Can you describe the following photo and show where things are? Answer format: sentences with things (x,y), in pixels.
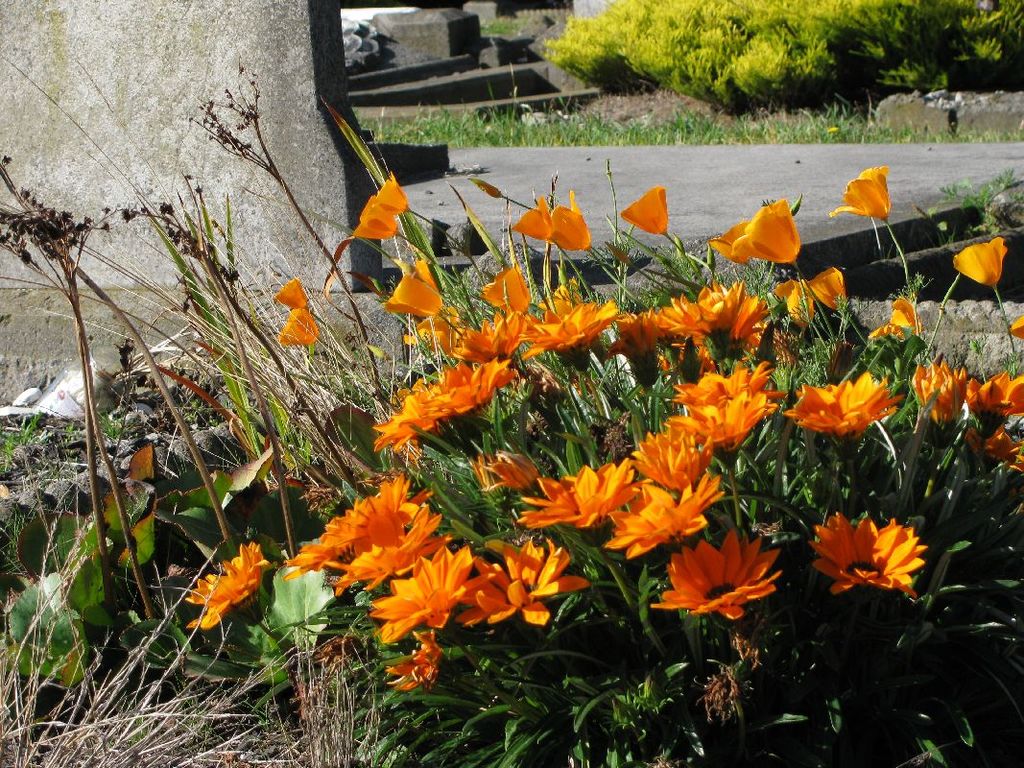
In the picture we can see some grass plants (955,516) with orange color flowers (407,567) to it and behind it, we can see a part of the wall (269,213) and the surface (937,188) and behind it we can see the grass (713,140).
